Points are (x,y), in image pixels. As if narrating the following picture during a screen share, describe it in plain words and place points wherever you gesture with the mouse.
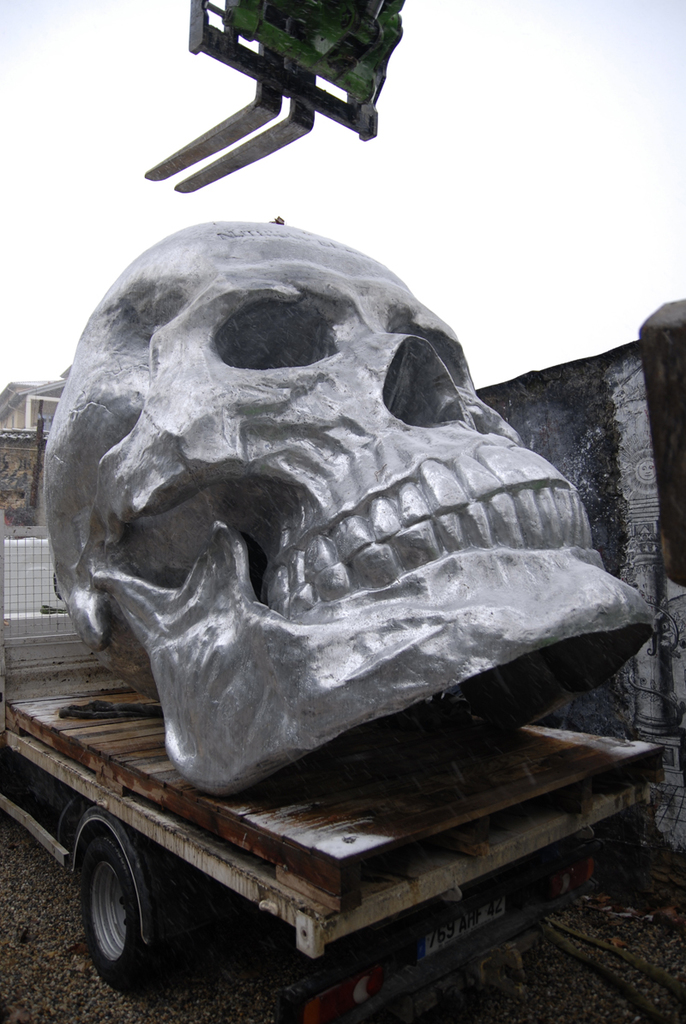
In the image there is a sculpture (286,408) of a skull (361,568) kept on a truck (38,560) and behind that there is a wall (584,408).
